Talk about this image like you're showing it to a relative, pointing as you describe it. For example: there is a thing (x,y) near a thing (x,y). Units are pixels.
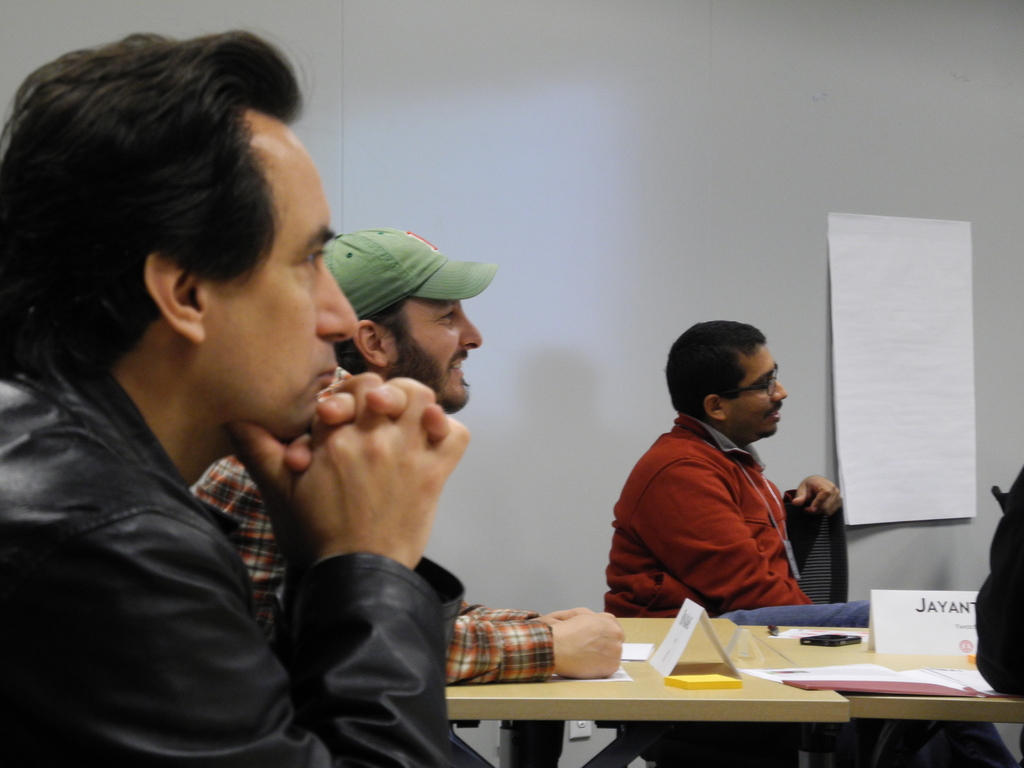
In the picture there are three men (454,362) sitting on a chair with table (817,703) in front of them on the table (757,664) there are notepads (804,667) papers (876,679) mobile phones (845,638) on the wall (854,579) there is a chart (871,516).
